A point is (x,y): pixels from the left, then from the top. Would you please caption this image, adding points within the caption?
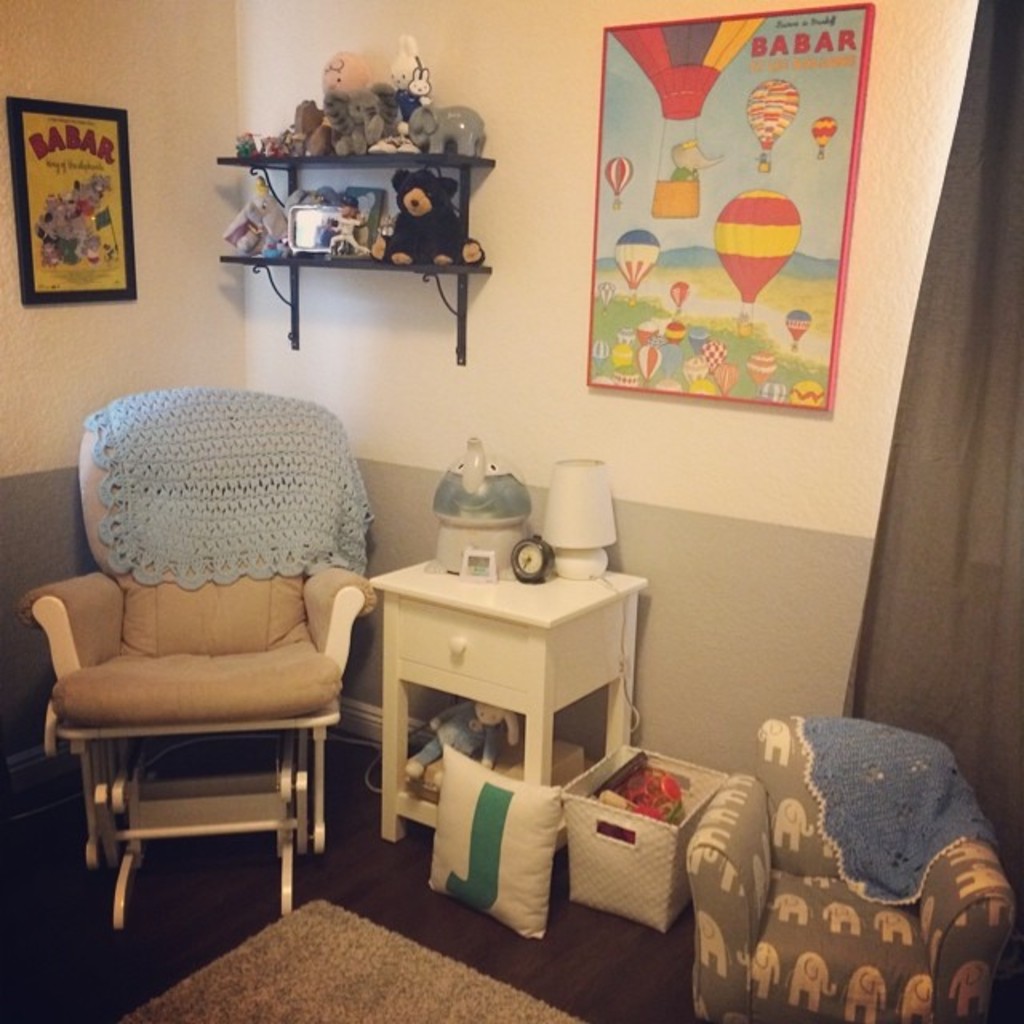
In this image, we can see a chair (183,680) with cloth (270,549), white table (556,670). Few objects (436,777) are placed on it. Here we can see cushion (520,851), basket (631,822), few objects (658,794). Here we can see a small chair (787,933) with cloth (881,879). At the bottom (655,968), we can see a floor (114,952) with floor mat (320,975). Background (363,438) there is a wall (386,386), shelves (445,164), few toys (318,153), boards (731,155).
